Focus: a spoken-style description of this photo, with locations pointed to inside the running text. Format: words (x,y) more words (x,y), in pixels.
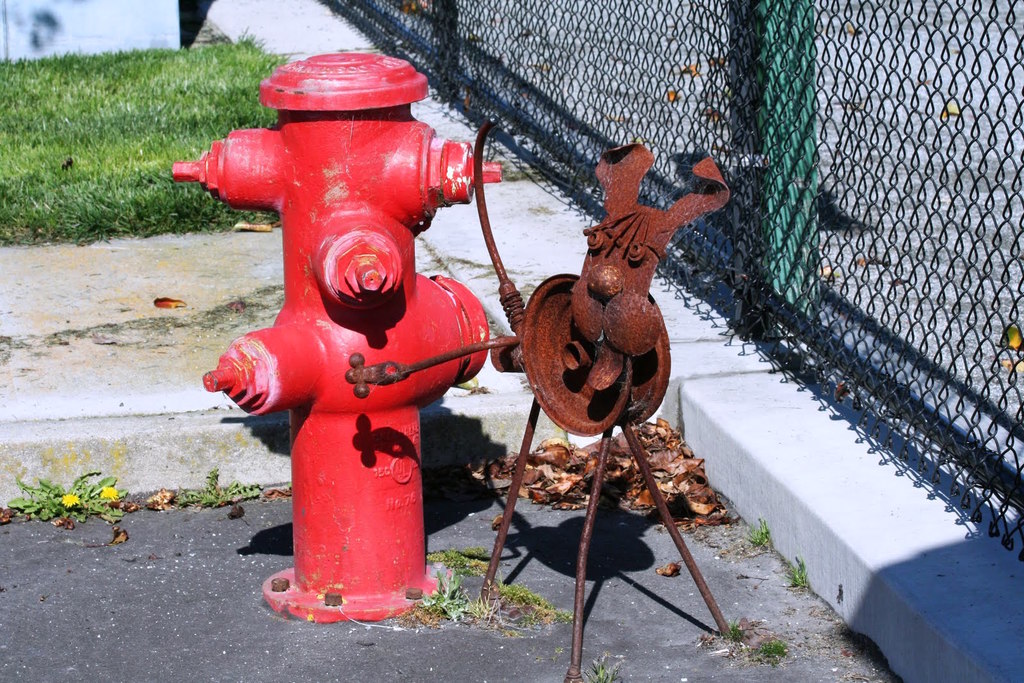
This is the picture of a fire hydrant (402,402) and a object (585,324) on the floor (370,671) and to the side there is a fencing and also we can see some grass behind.
